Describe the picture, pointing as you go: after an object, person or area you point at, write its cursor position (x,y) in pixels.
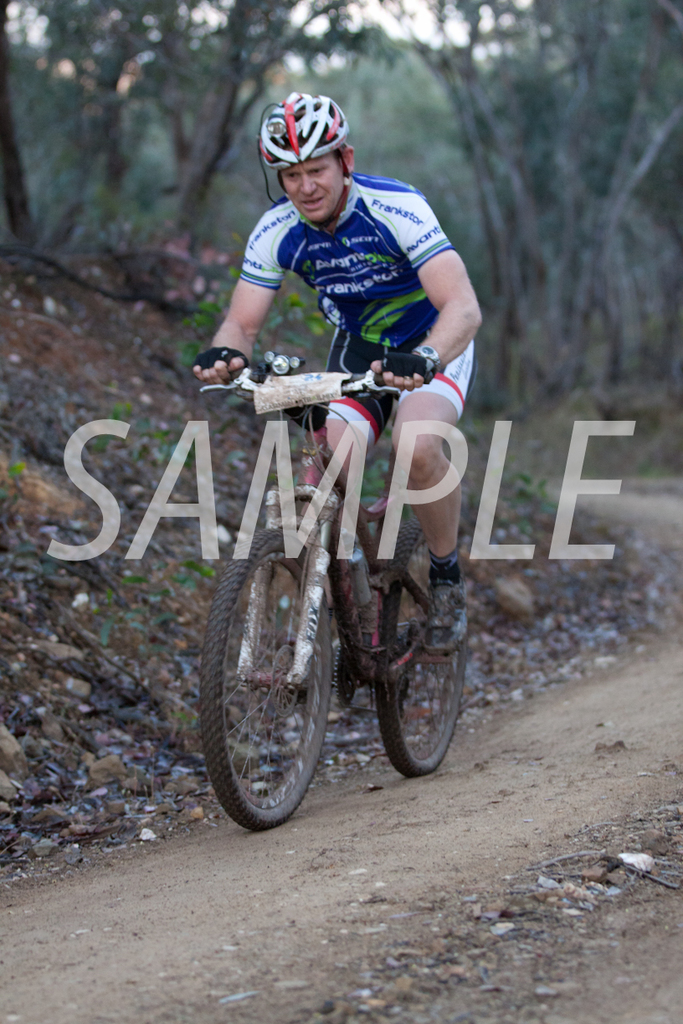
In the picture we can see a man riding a bicycle (297,583), he is in a T-shirt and helmet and beside him we can see a surface (610,736) with grass (623,472) and in the background (56,36) we can see the trees (572,37).
